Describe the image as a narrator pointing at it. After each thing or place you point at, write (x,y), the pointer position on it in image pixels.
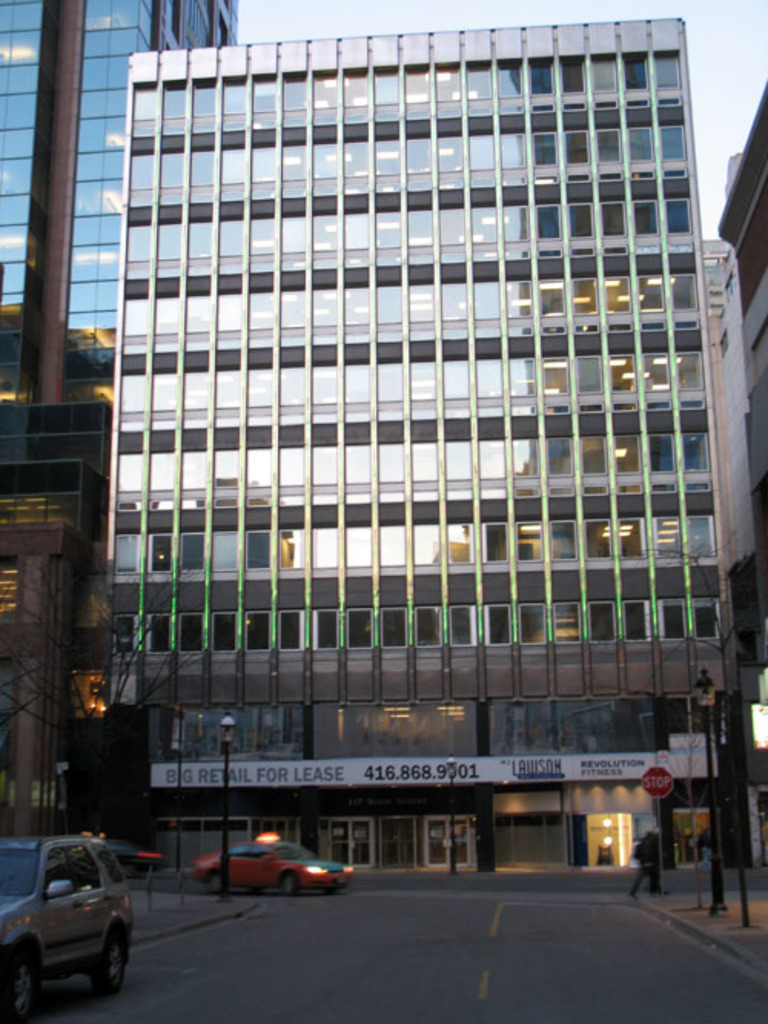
In this image I can see some buildings (333,808). I can see a board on a building (588,733) with some text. I can see light poles (227,749) and other sign boards (647,776). I can see cars (280,866) on the road (337,940) I can see a tree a person (654,836) walking on the road (613,875).
